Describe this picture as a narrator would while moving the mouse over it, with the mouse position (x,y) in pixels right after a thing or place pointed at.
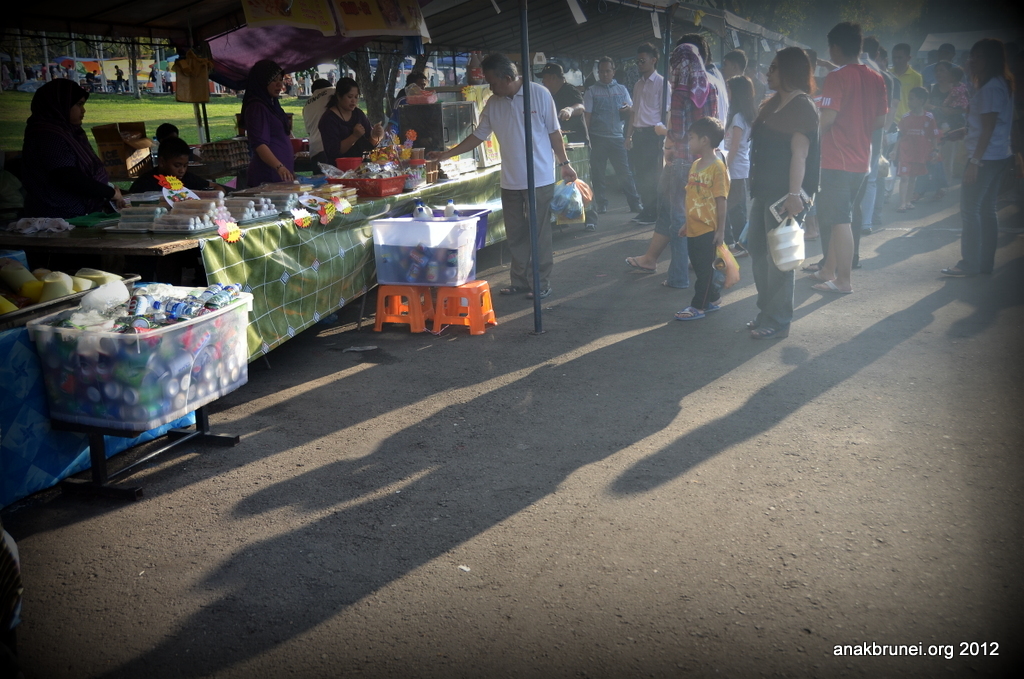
In this image I can see group of people (827,284) and I can see few stalls (393,217) and few objects (102,215) on the table (350,191) and I can also see few bottles (167,308) in the basket (245,346).
